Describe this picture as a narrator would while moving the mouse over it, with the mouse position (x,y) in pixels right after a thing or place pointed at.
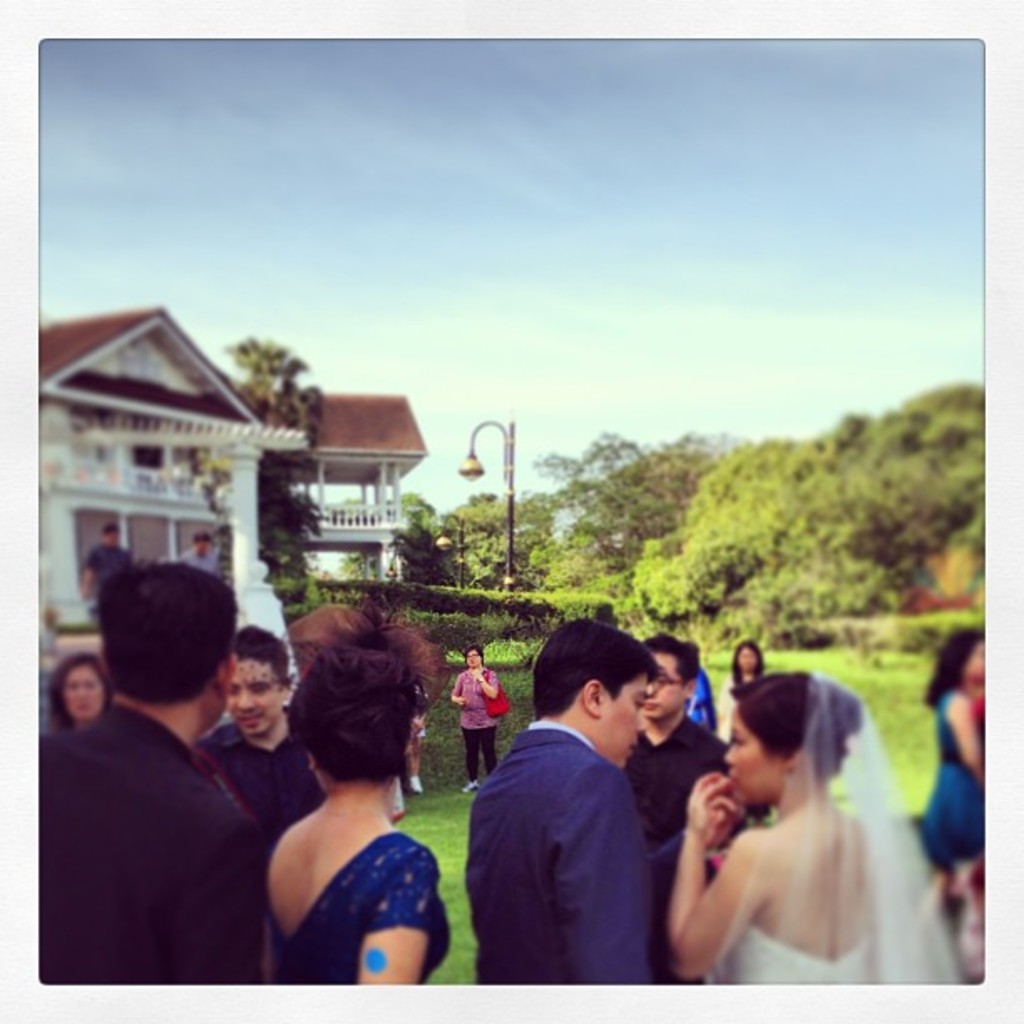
In this image we can see a group of people (689,825) standing on the ground (436,796). One woman (473,730) is carrying a bag (492,677). On the left side of the image (324,544) we can see buildings (217,517) with poles (384,496) and pillars (255,539). In the center of the image (447,542) we can see some light poles (512,524). In the background (477,545), we can see a group of trees (704,579) and the sky (672,320).
